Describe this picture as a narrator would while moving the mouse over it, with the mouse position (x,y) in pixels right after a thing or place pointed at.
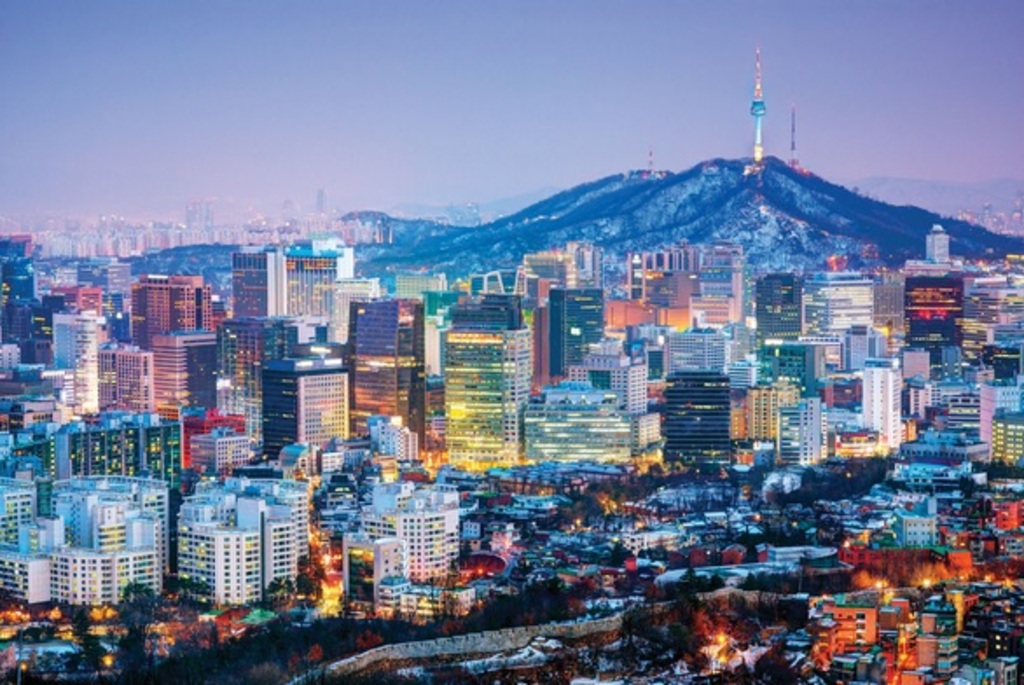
In this image I can see number of buildings (280,469) which are colorful, the wall (501,647), few trees (442,617) and few lights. In the background (666,199) I can see few mountains (683,191), few towers (762,147), few buildings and the sky (333,96).
